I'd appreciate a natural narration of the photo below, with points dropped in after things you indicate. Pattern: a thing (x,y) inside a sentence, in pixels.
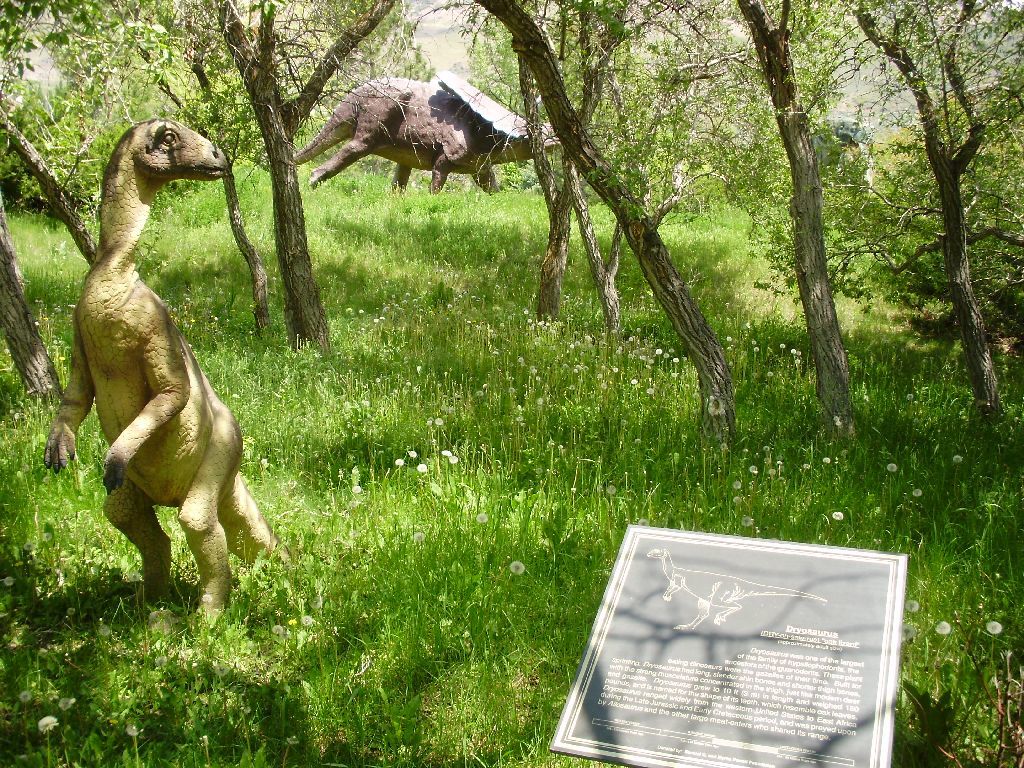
As we can see in the image there is grass (468,435), trees (120,8), dinosaurs (191,484) and a banner (703,651).
